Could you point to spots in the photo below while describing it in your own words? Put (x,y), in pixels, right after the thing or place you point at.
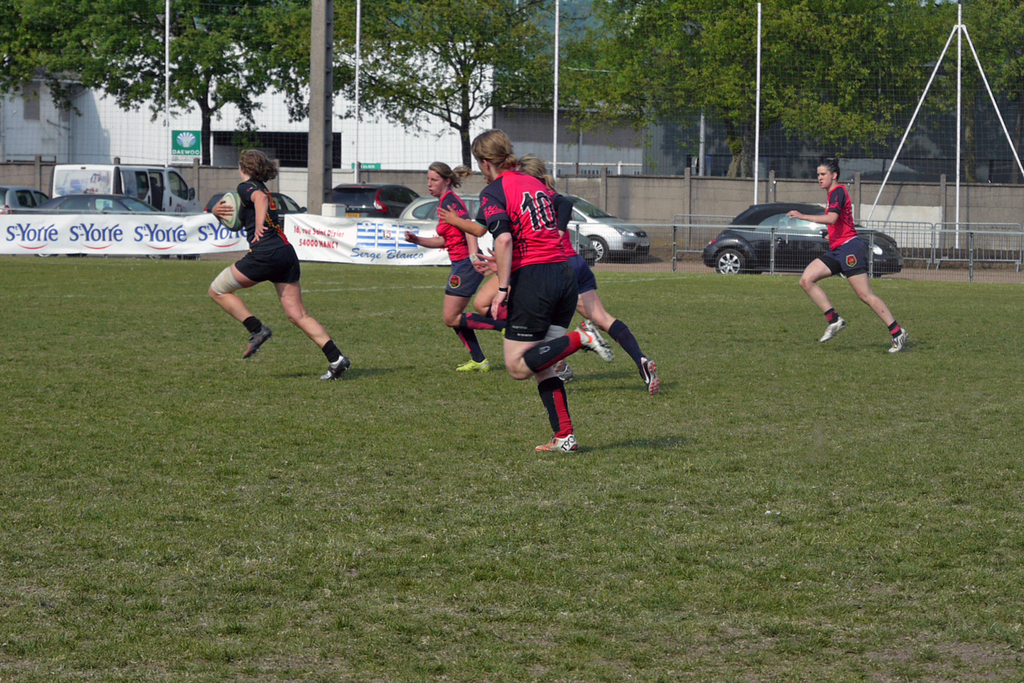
In this image we can see there are people (534,305) running. There is grass (218,269), hoarding (334,234) and fence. In the background (1008,35) there are poles (323,184), cars (347,198), trees (643,86), wall (662,194) and a building (430,134).
